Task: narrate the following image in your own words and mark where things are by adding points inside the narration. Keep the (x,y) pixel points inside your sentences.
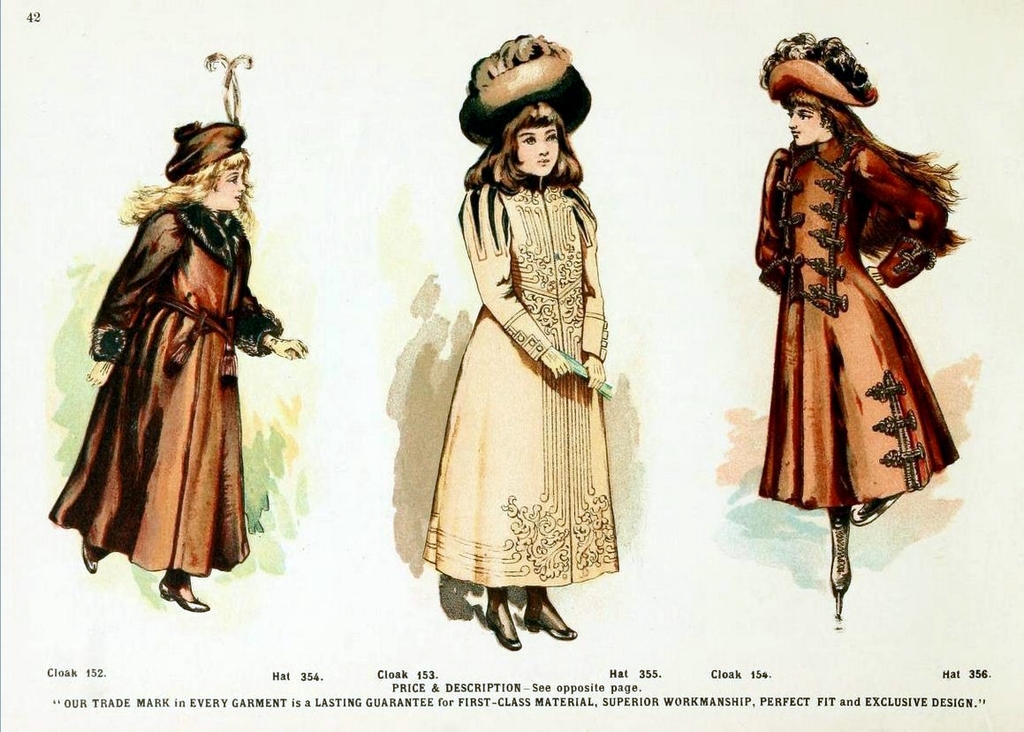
In this image we can see an advertisement (193,396). In the advertisement (442,490) there are women (807,276) standing on the floor (771,536) and wearing different costumes (463,447).
